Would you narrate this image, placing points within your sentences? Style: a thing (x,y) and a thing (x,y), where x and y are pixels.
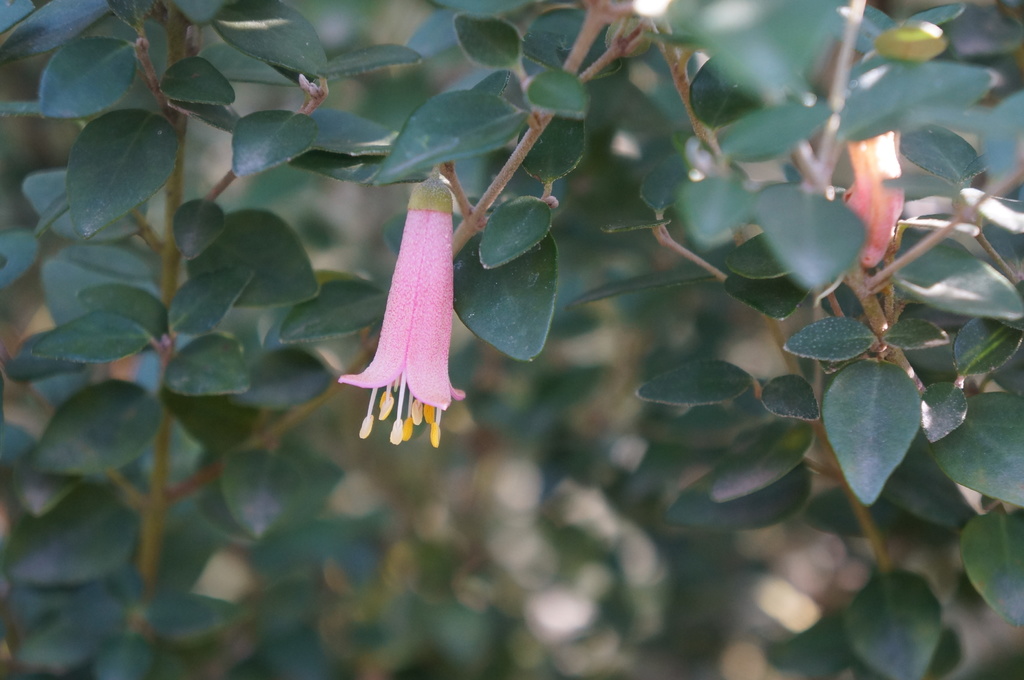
In this image there is a small pink flower (430,331) in the middle (424,272). In the background (393,250) there are plants (614,123).
